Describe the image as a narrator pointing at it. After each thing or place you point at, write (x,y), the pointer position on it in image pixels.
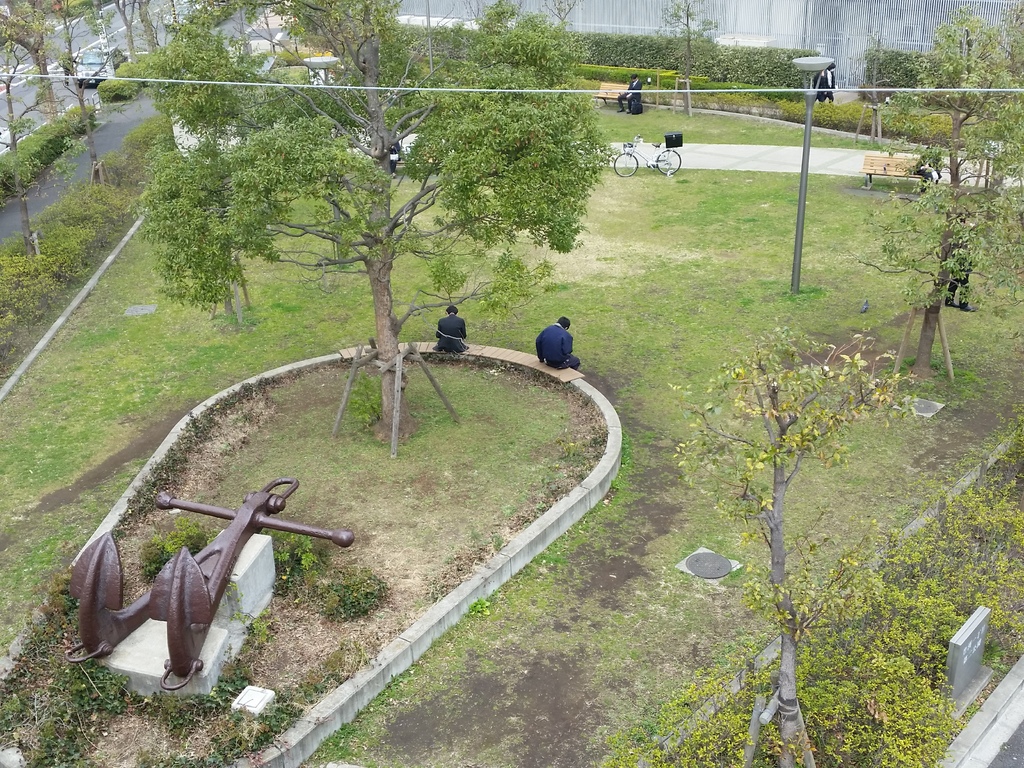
In the center of the image (599,266) we can see the trees (404,84), ground (200,351), some persons (441,328), poles (800,209), wire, benches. At the bottom of the image (956,663) we can see an equipment (199,630), boards (966,654). In the top left corner (136,24) we can see a vehicle (110,70) and road (136,21). At the top of the image (721,13) we can see the wall (720,18).
